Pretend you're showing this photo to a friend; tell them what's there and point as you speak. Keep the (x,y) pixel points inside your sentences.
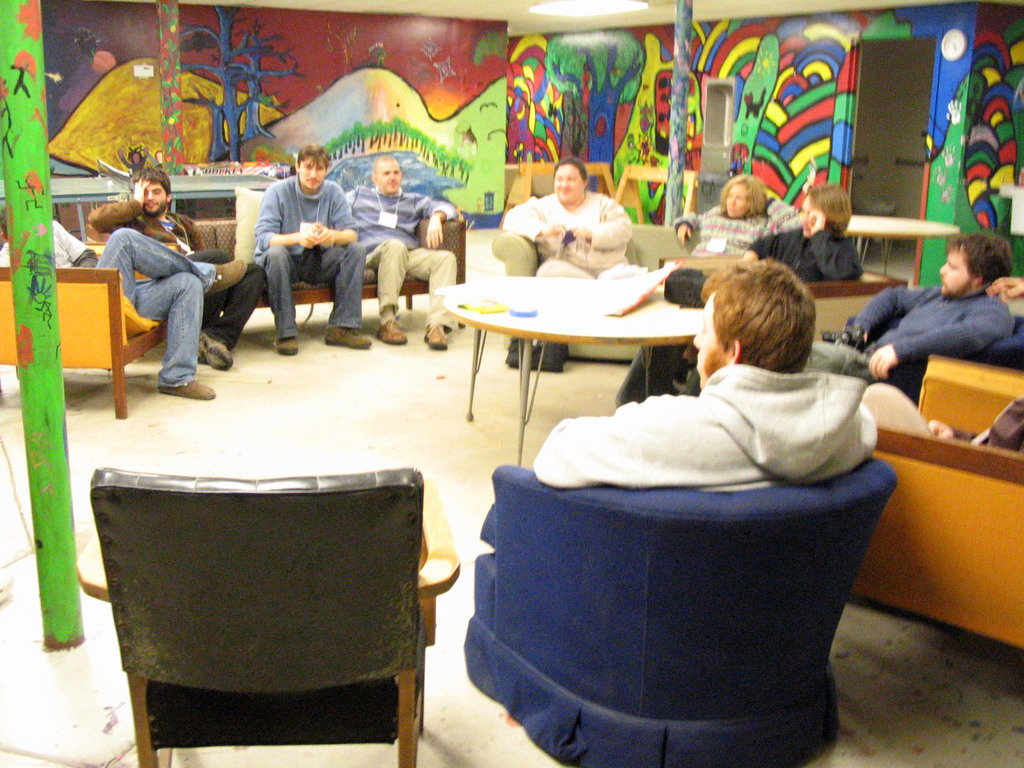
In this picture we can see a group of people (618,431) sitting on chairs (520,242) and sofas (514,242) and in front of them there is table (524,319) and on table (602,332) we can see some items (646,277) such as cover (657,284), device (688,283) and in background (311,96) we can see wall (672,64) with paintings (555,104), pillar (688,53).
